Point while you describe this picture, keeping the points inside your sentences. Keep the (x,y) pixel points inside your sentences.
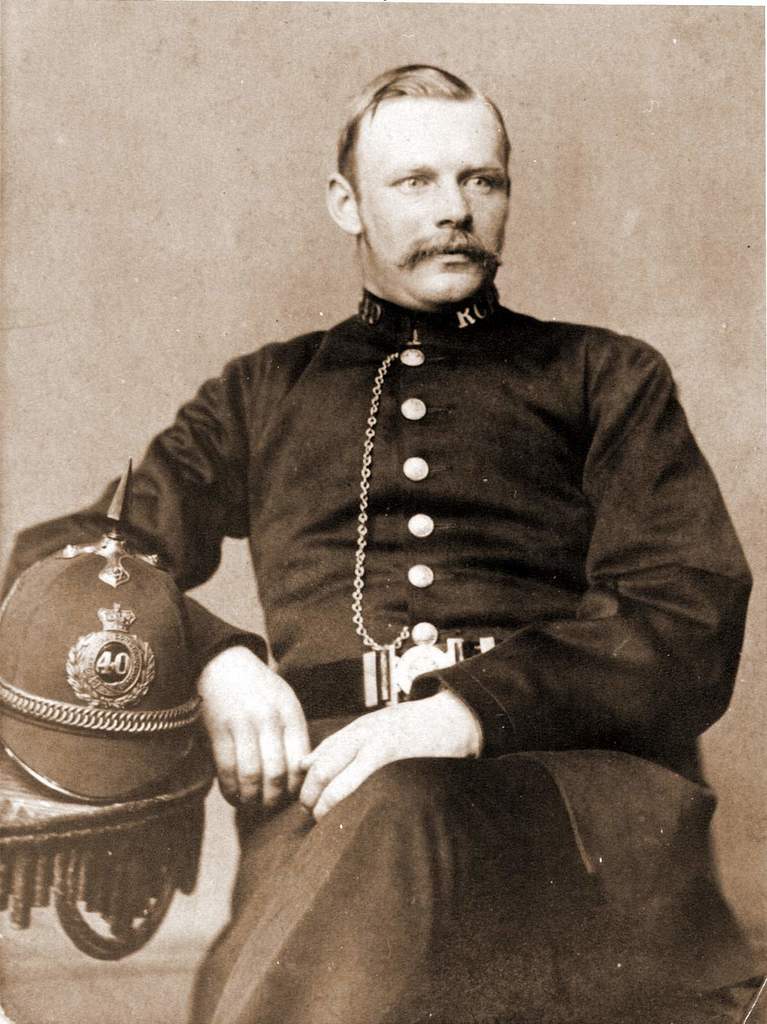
This is a black and white image. In this image we can see a person (666,576) sitting wearing a jacket (303,618). There is a table (12,833) on which there is a helmet (126,667). In the background of the image (198,101) there is wall (336,131).
